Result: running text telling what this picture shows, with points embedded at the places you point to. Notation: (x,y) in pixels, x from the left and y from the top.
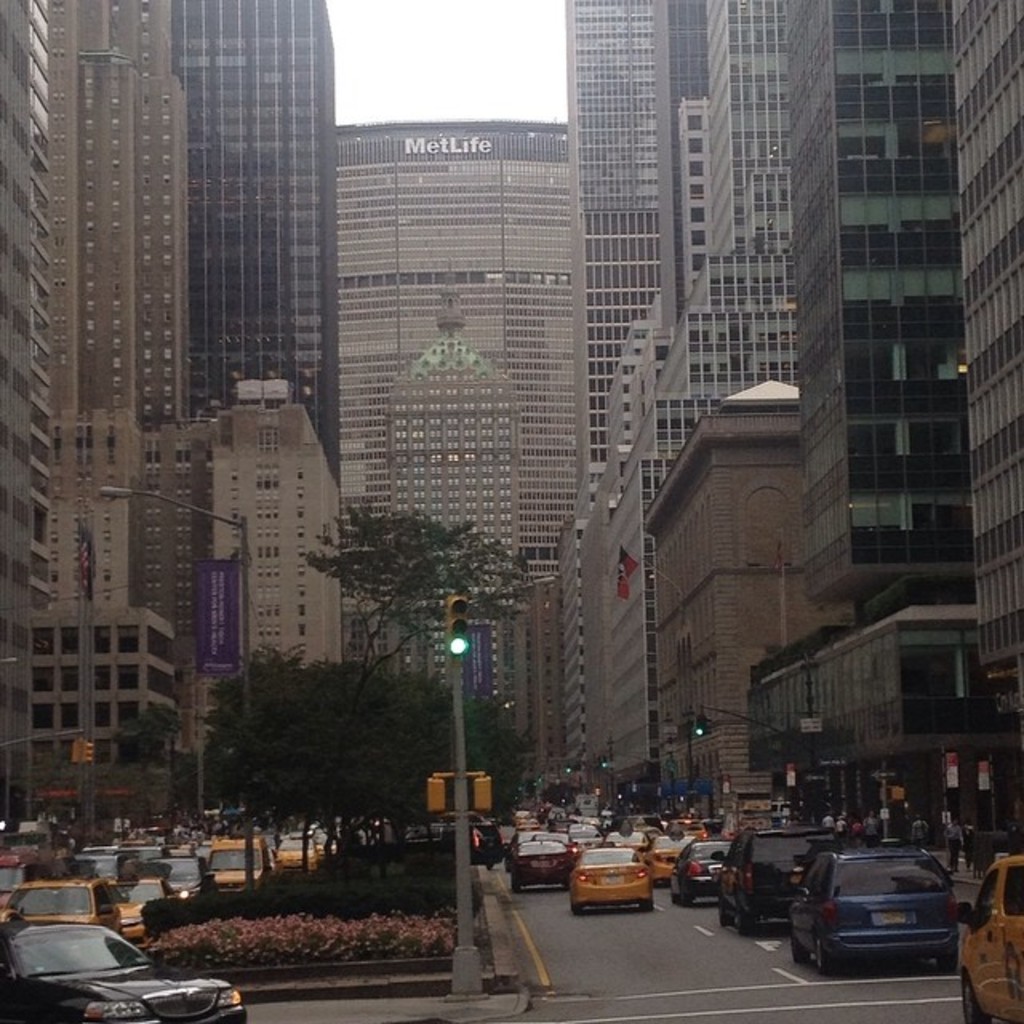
There are cars (547,886), trees (436,719), posters (957,770), poles (466,979) and people (950,827) at the bottom side of the image (613,903) and there are buildings (418,372) and sky (346,86) in the background area (440,313).
